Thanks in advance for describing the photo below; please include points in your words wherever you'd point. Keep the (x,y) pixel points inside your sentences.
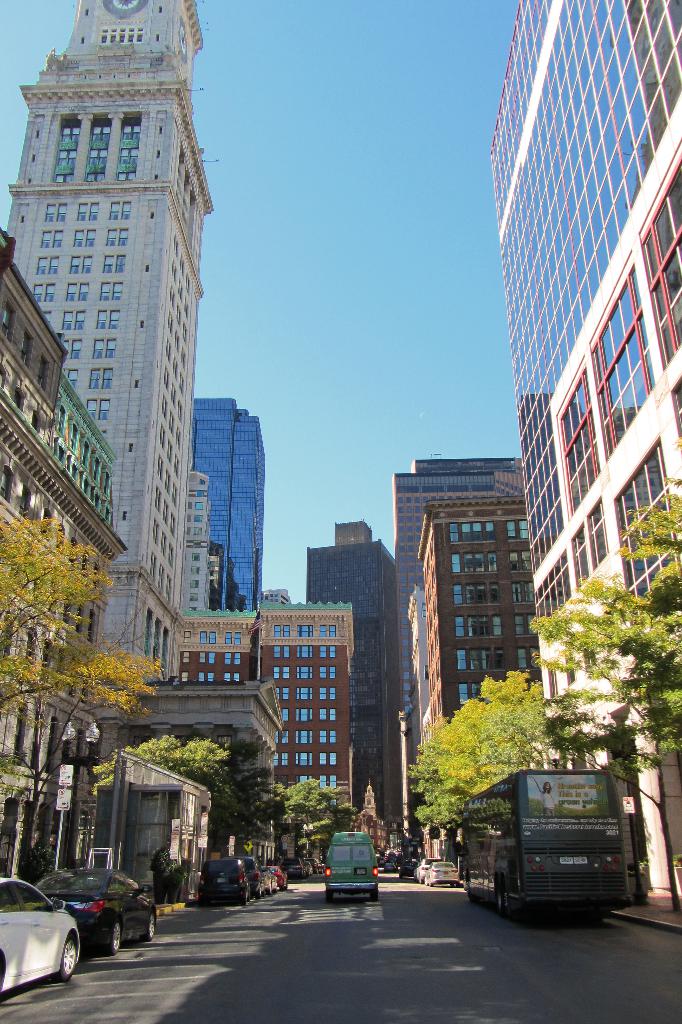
In this picture we can see the bus (541,844), van (330,864) and cars (122,914) on the road (328,948). Beside them we can see the trees (479,784). In the background (333,579) we can see the skyscrapers (134,466) and buildings (427,663). At the top (375,181) there is a sky (355,142).
